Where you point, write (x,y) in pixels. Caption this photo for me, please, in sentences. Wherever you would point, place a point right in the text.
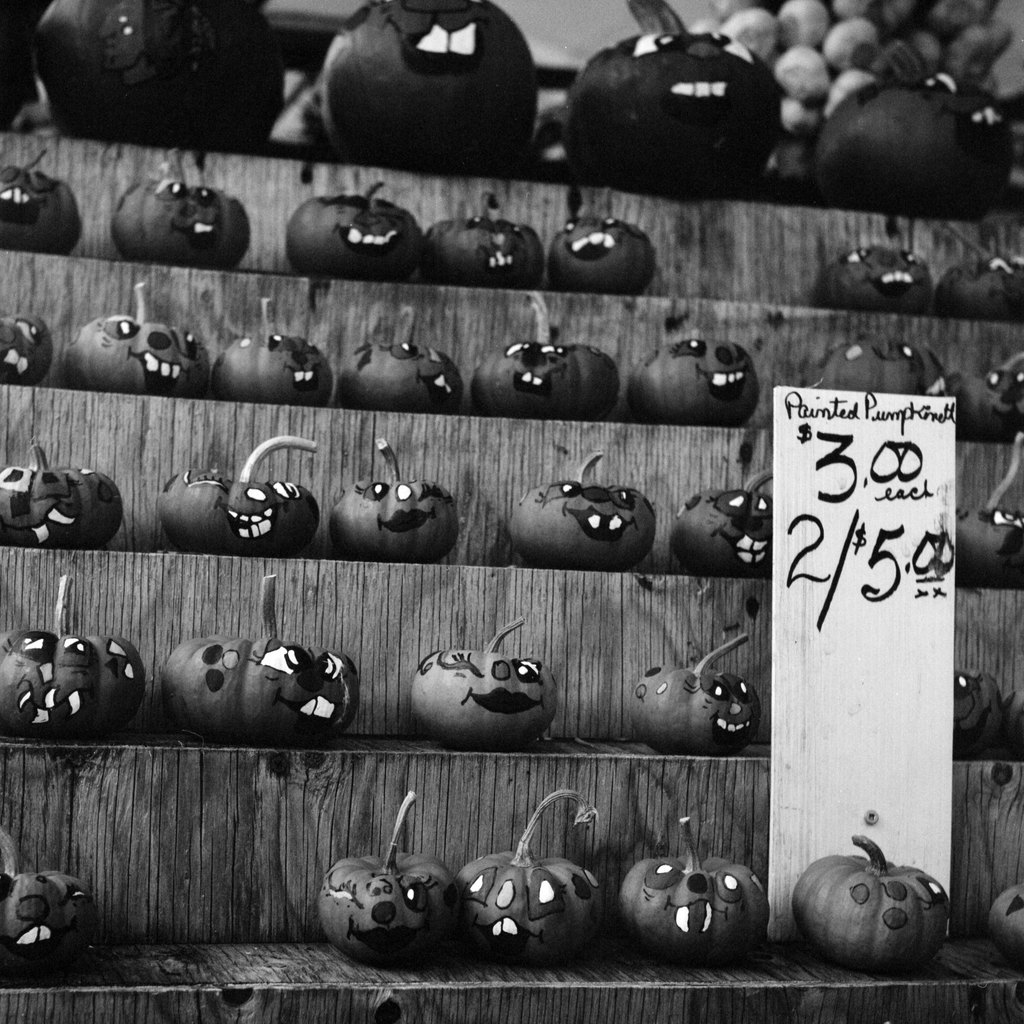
In this image there are a few painted pumpkins (580,514) on the aisle (409,580) with a price tag (809,547).
